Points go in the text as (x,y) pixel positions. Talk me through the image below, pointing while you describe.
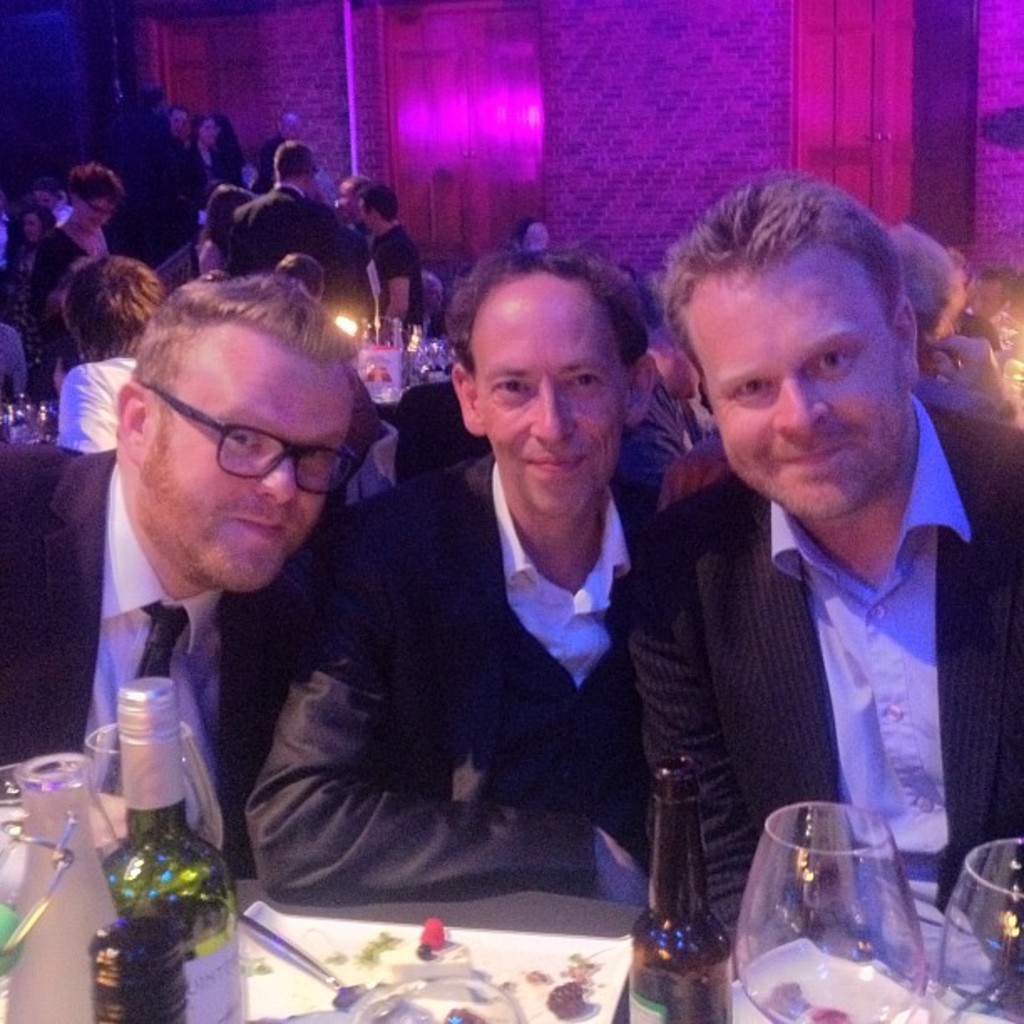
In this image, I can see three men (636,534) sitting and smiling. At the bottom of the image (595,926), It looks like a table (424,943) with the bottles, wine glasses (907,986), plate (508,964) and few other things (443,964). In the background (202,125), I can see few people (277,250) standing and few people (126,316) sitting. At the top of the image (525,53), I think these are the doors (834,90).
